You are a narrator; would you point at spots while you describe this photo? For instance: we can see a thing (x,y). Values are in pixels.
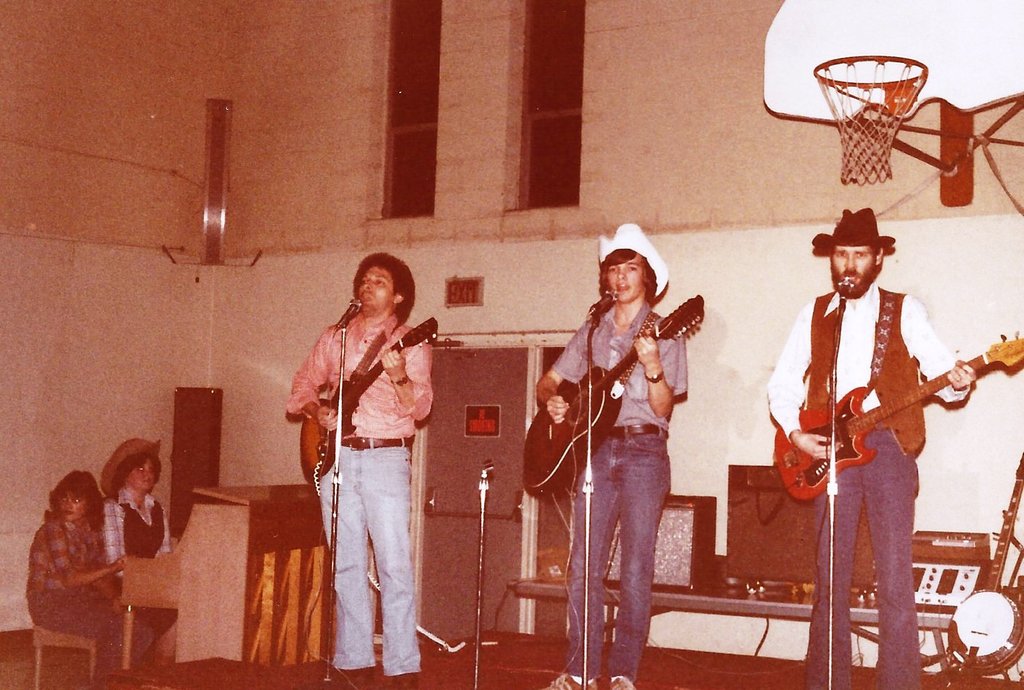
In this image, There are some people (861,365) standing and they are holding some music instruments (553,427) and there are some microphones (839,328) which are in black color, In the left side (69,579) there are some people (66,606) sitting on the chairs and they are playing a piano (182,558), In the top (865,127) in the right side (852,124) there is a basket (867,113) which is in brown color, There is a wall (314,131) which is in white color.
